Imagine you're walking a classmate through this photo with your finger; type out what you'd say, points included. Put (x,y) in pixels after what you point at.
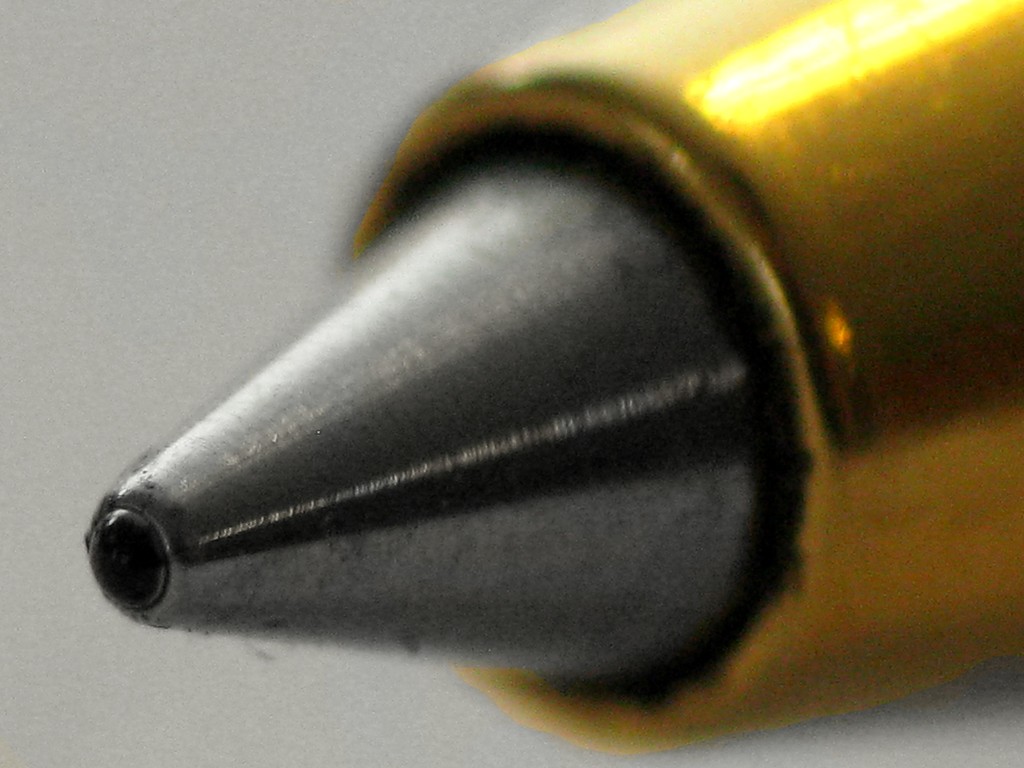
In this image there is a metal object (720,330) towards the right of the image (718,273) that looks like a bullet (611,226), the background of the image (228,222) is white in color.
